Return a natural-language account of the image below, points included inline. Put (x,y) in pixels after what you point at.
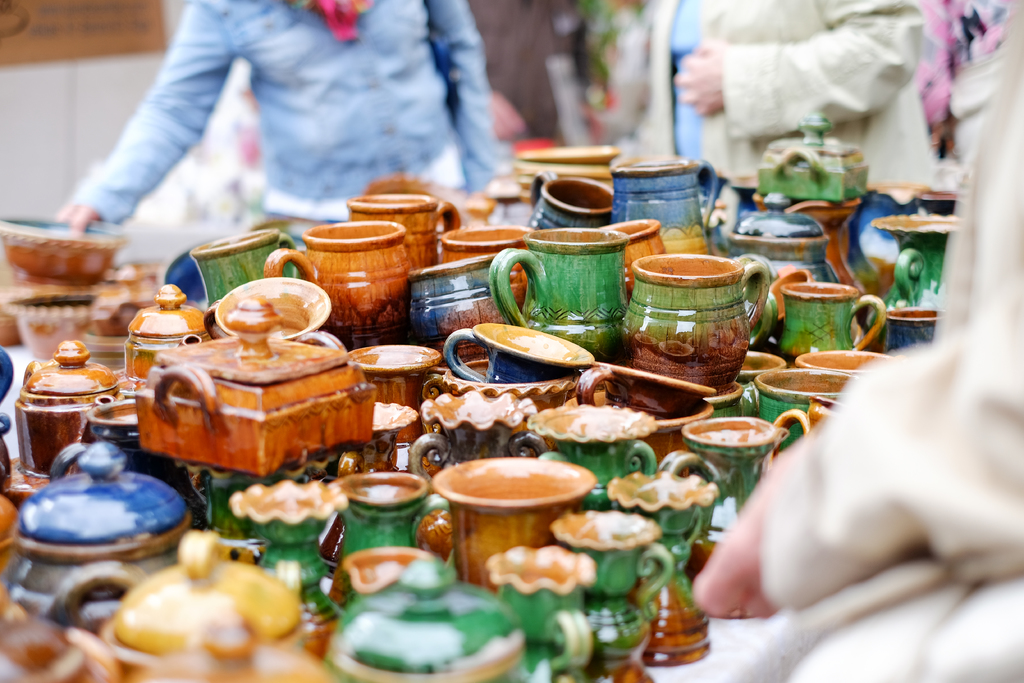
In the image we can a group of objects (355,429) looks like a porcelain utensil (462,418). Beside the utensils (561,237) we can see few persons (446,157). In the top left (1,180), we can see a wall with a board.
